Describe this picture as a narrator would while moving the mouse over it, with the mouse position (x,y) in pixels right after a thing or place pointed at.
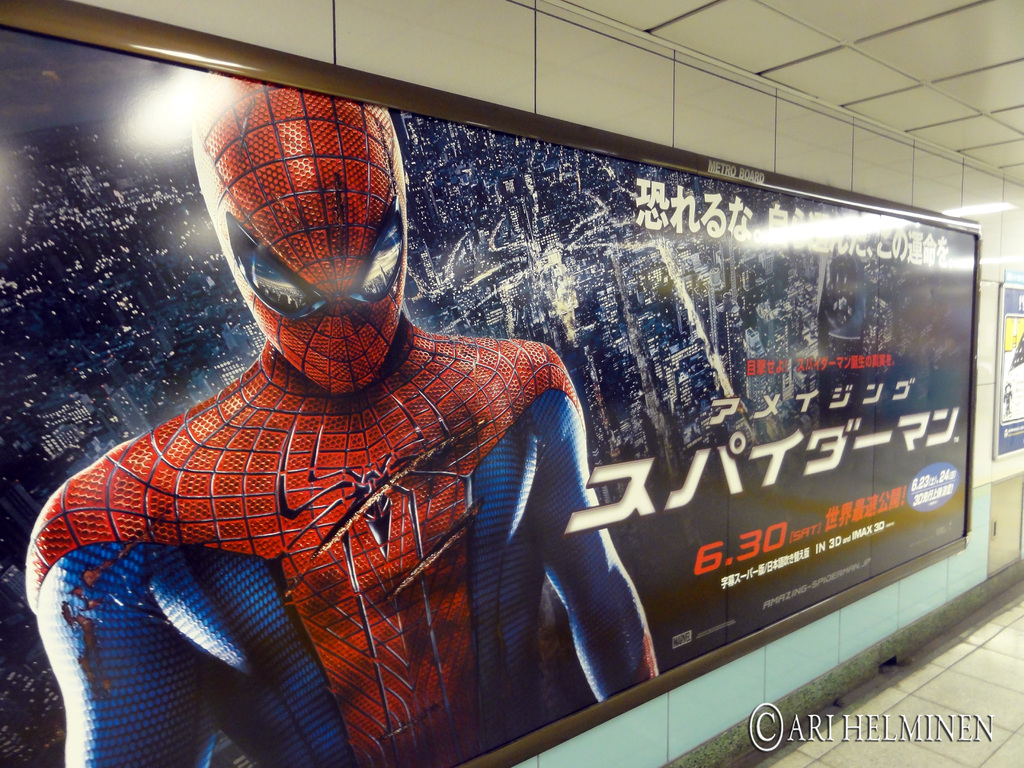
This picture seems to be clicked inside the hall (996,730). On the left (82,63) we can see a banner (645,415) on which we can see the text (714,424) and the depictions of buildings (187,385) and the depiction of a spider man (423,461). In the background (806,158) we can see the wall (903,137), roof (942,69) and a banner (1007,378) which seems to be hanging on the wall (984,411). In the bottom right corner (861,718) we can see the watermark (948,728) on the image.
